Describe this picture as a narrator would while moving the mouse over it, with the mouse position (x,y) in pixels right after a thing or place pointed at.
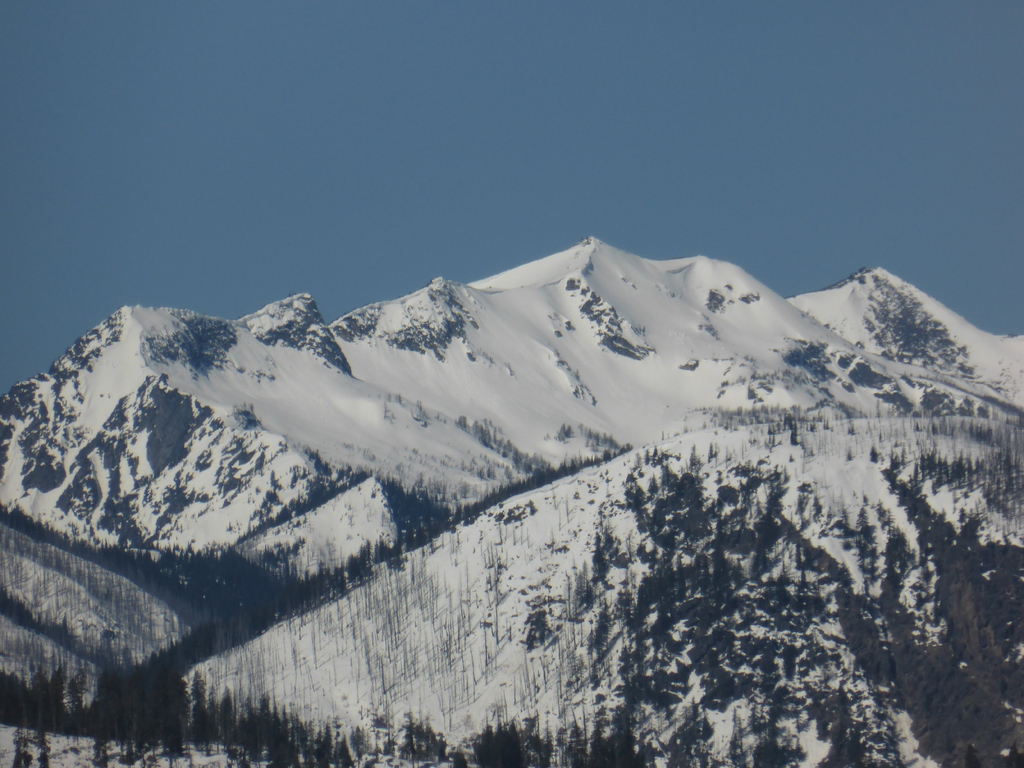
In this image, we can see mountains (766,426) and we can see snow (271,410) on the mountains (518,339). At the top (551,68) we can see the blue sky (496,87).
